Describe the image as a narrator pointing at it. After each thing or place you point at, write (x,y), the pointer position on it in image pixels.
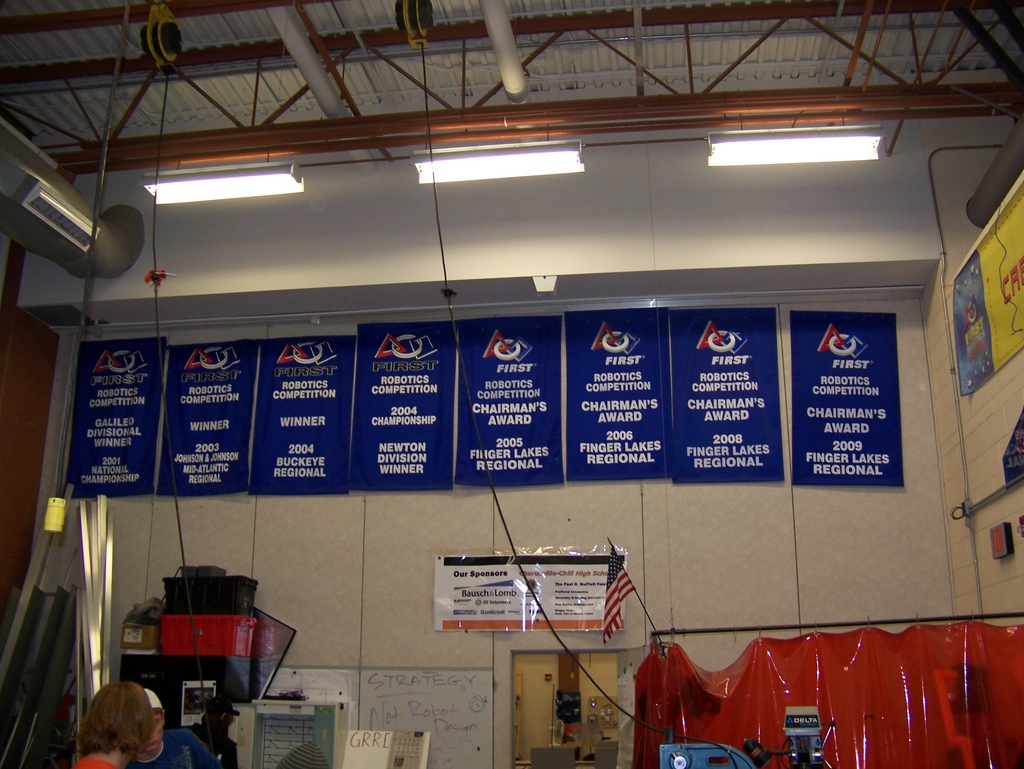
In the center of the image (499,468) there are posters (434,468) on the wall (906,522). On the right side of the image (782,687) we can see curtain (950,666), flag (622,591) and a objects (751,748). On the left side of the image (36,209) there is a air conditioner (45,241), baskets (164,613) and persons (168,737). In the background (458,516) there is a wall (450,502) and lights (204,173).
